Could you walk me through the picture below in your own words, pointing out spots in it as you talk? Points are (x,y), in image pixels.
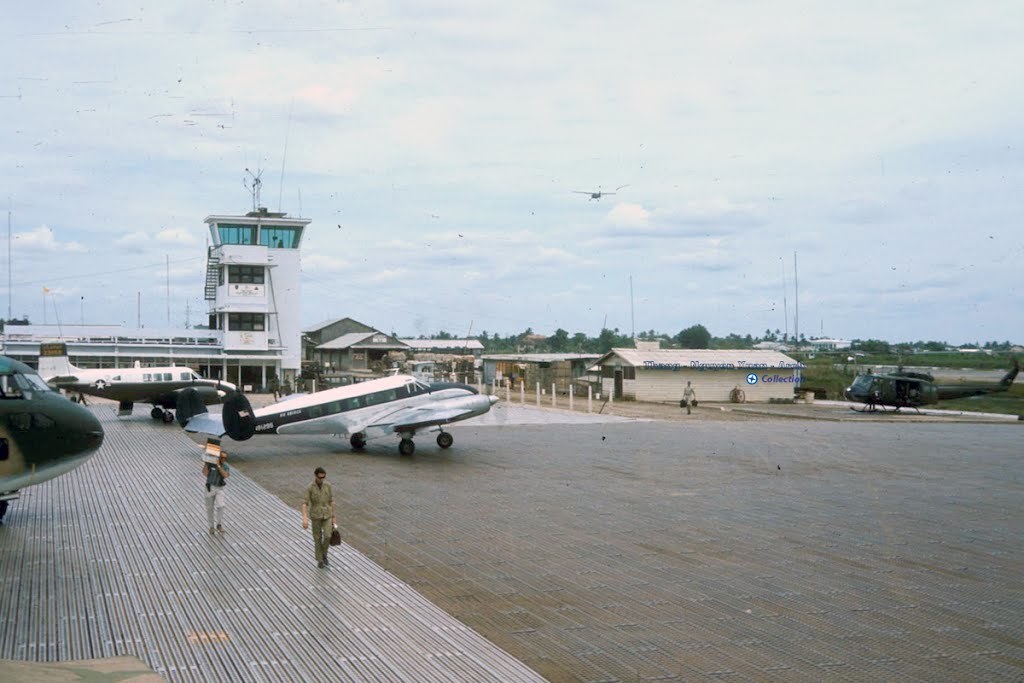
In this picture I can see there are few people (222,467) walking and there are air planes (225,432) in the backdrop (128,397) and there are buildings (362,361), poles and trees (610,334) and the sky (603,199) is cloudy.
